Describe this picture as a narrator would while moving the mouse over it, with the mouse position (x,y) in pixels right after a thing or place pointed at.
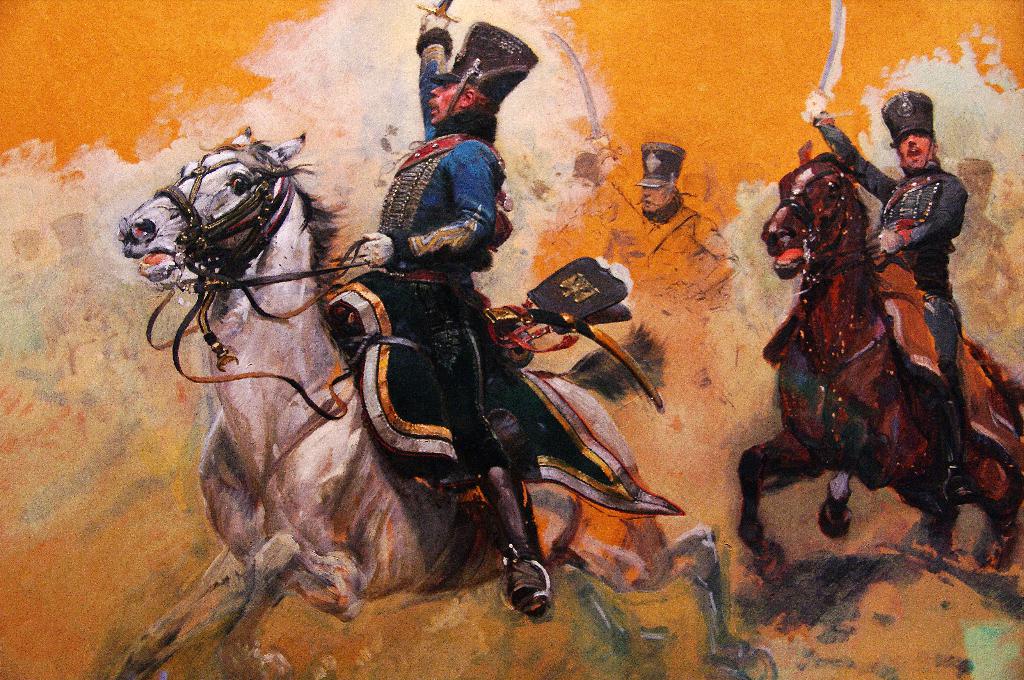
In this painted picture I can see people (928,190) are sitting on horses (843,252) and holding weapons (831,19).
